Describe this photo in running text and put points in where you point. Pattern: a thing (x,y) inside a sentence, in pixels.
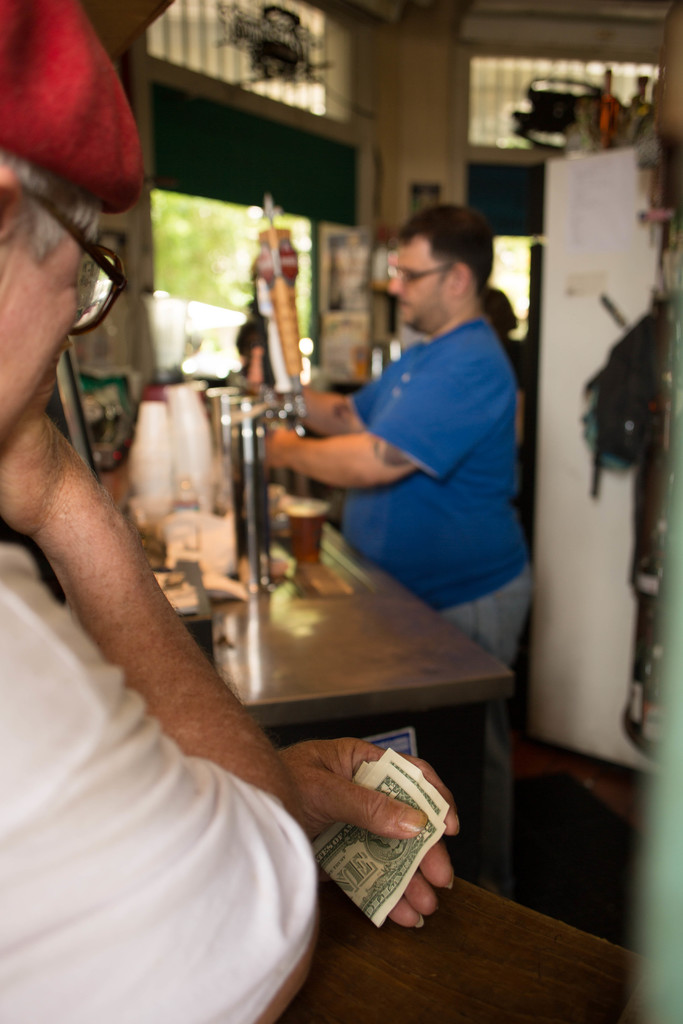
On the left side of the image (5,258) we can see a person (420,895) holding money (378,843) in his hand (378,833) and he wore a red color cap (14,151). In the middle of the image (446,654) we can see a table (362,688) on which some objects (262,556) are there and one person (498,488) is standing near a table (322,646). On the right side of the image (619,240) we can see a door (621,501) and some objects (635,379) which are in blue.
